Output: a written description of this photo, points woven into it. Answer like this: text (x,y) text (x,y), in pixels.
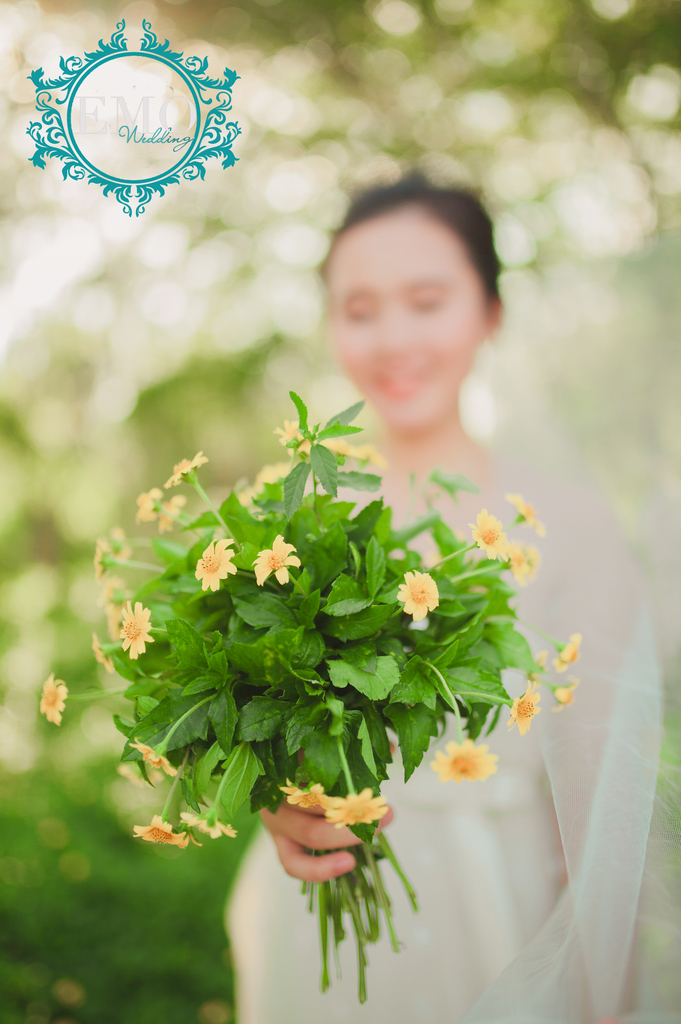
In this image I can see a woman (530,645) wearing white colored dress (533,649) is standing and holding a flower bouquet (338,794) which is green and orange in color. I can see the blurry background (582,97) in which I can see few trees (99,494).
